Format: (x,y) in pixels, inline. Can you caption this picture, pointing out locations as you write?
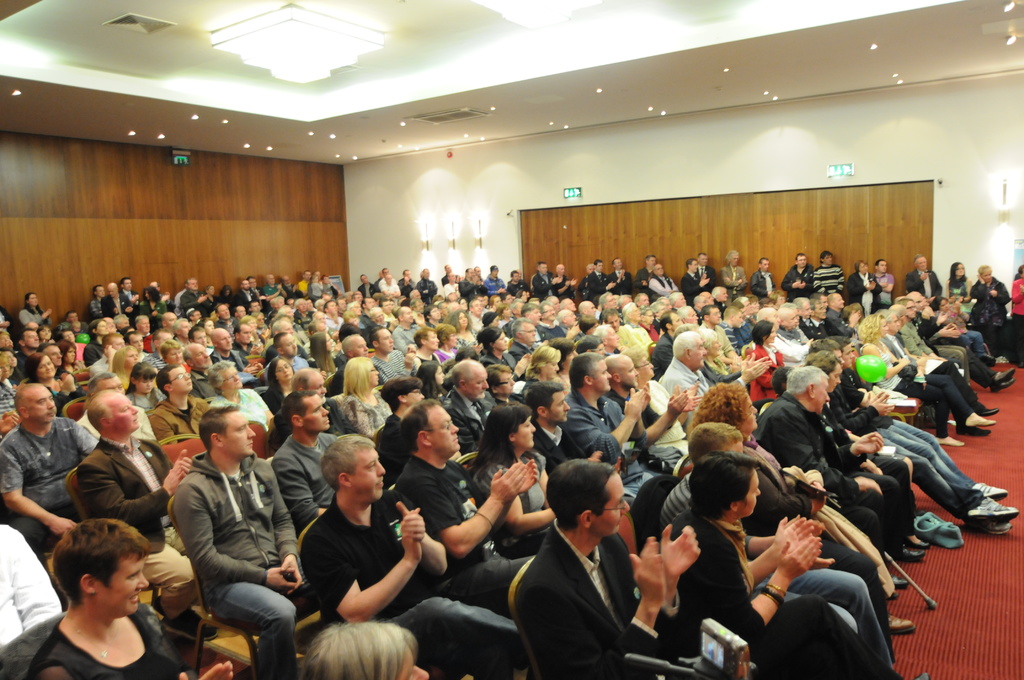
In this image I can see a group of people (328,412) sitting on the chairs (257,652). Back Side I can see a wooden wall (229,234) and lights (453,227). The wall (676,170) is in white color.
